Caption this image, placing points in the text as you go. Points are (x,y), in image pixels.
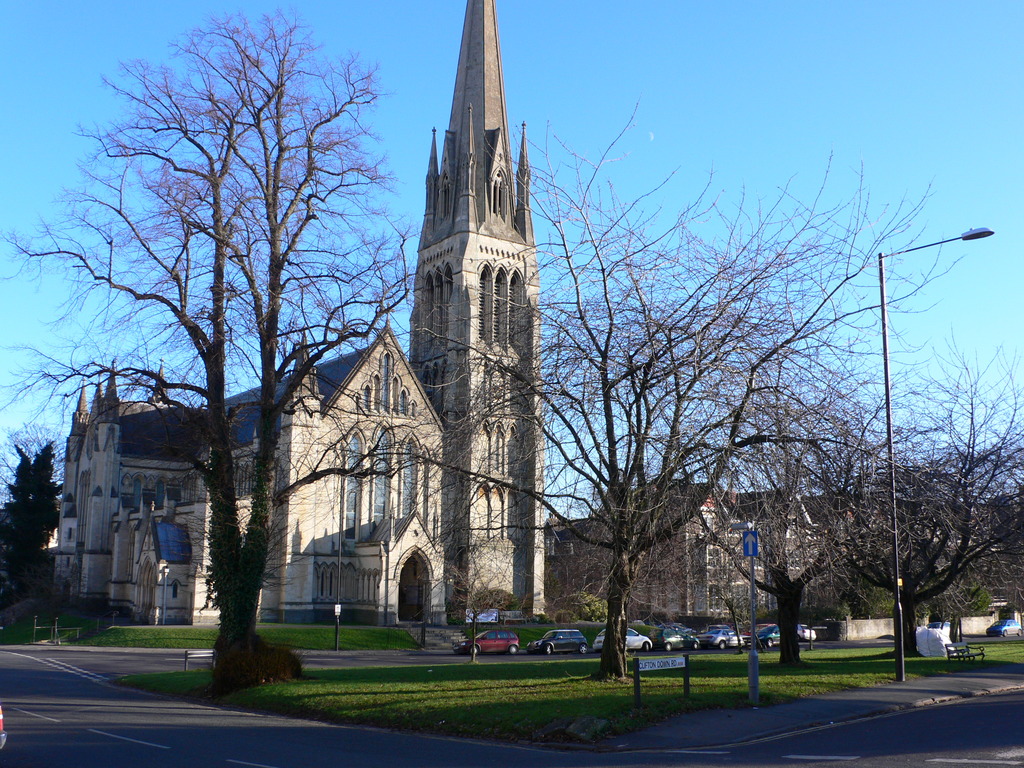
In this I can see a building (152,466), in front of building (363,442) there are trees (197,464) vehicles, road (114,728), bench (974,648), pole (893,507), light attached to the pole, at the top (639,117) I can see the sky (718,110).
